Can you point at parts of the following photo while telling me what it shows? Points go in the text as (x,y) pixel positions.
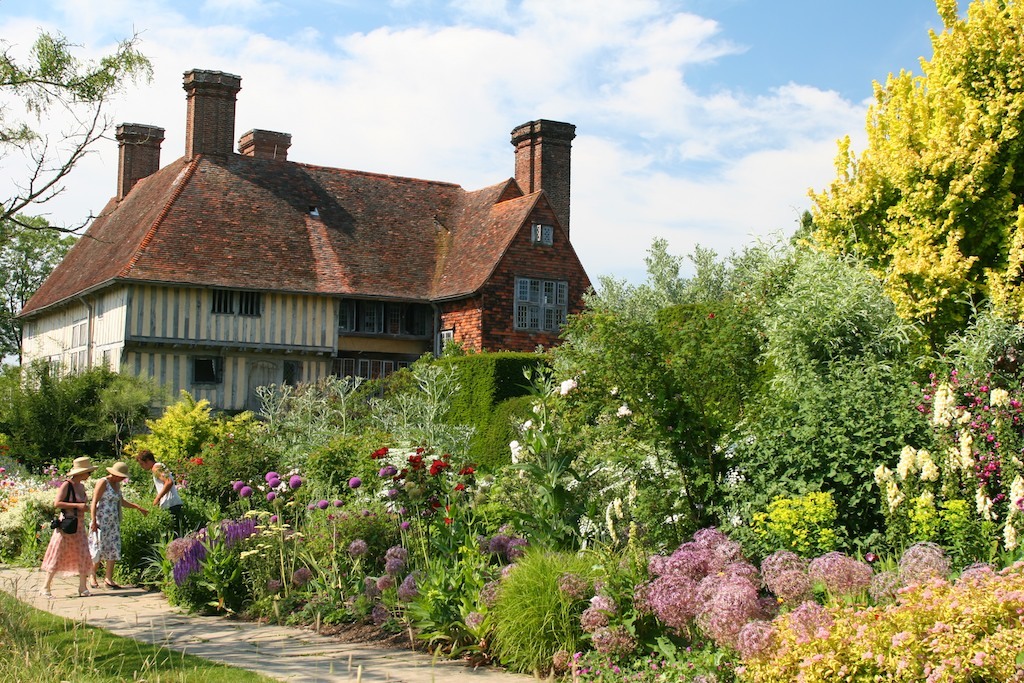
In this image there is a house (291,262), around the house (194,393) there are trees (710,436), plants (294,429), flowers (521,441) and grass (63,648). In the background (697,144) there is the sky (700,208).
